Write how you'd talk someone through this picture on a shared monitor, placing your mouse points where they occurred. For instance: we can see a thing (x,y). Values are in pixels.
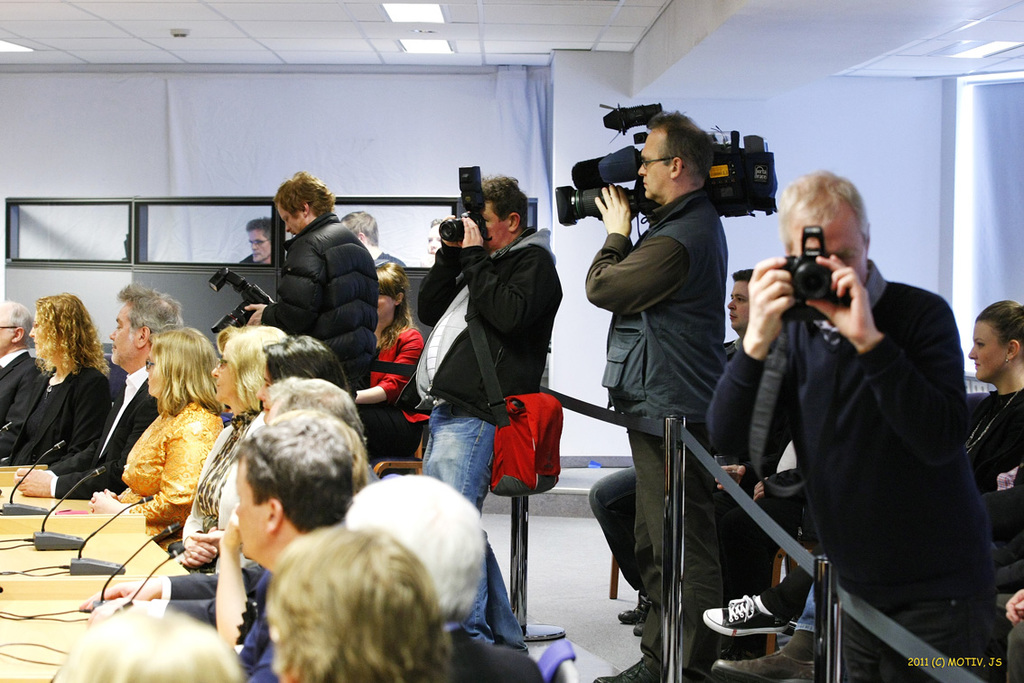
In this we can see some group of persons (147,453) sitting on chairs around the table (54,516) there are some microphones (38,462) on it, on the right side of the image (784,342) there are some cameraman (616,320) who are holding cameras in their hands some are sitting and some are standing and in the background of the image (756,121) there is a wall (835,109).
